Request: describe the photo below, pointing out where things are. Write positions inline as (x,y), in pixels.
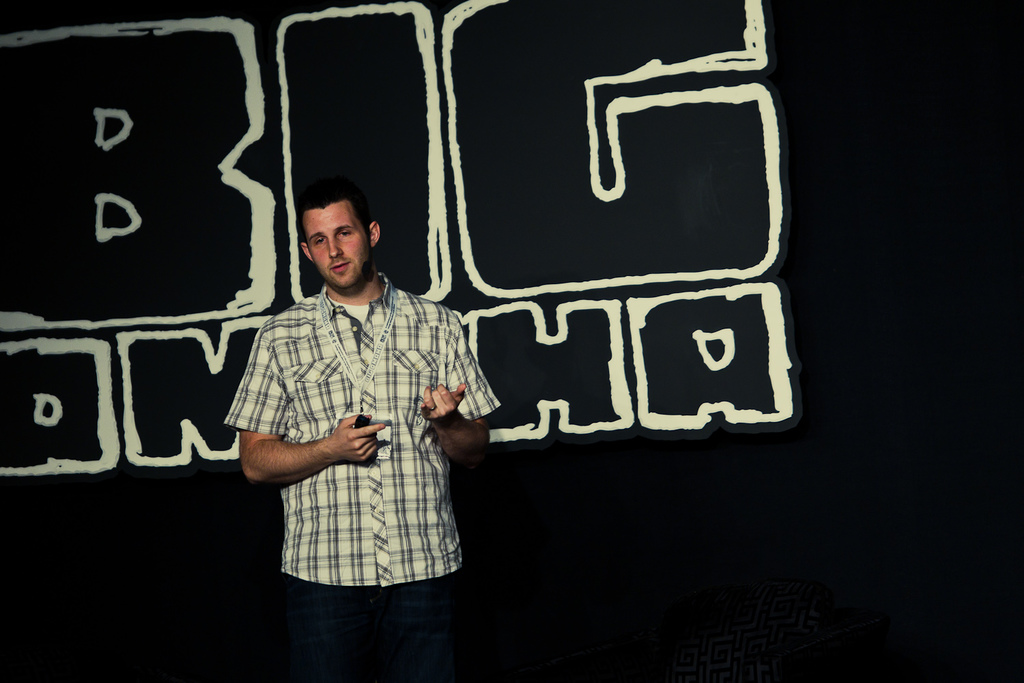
In this image, we can see a person (418,457) on dark background. There is a text (392,158) in the middle of the image (578,296).
